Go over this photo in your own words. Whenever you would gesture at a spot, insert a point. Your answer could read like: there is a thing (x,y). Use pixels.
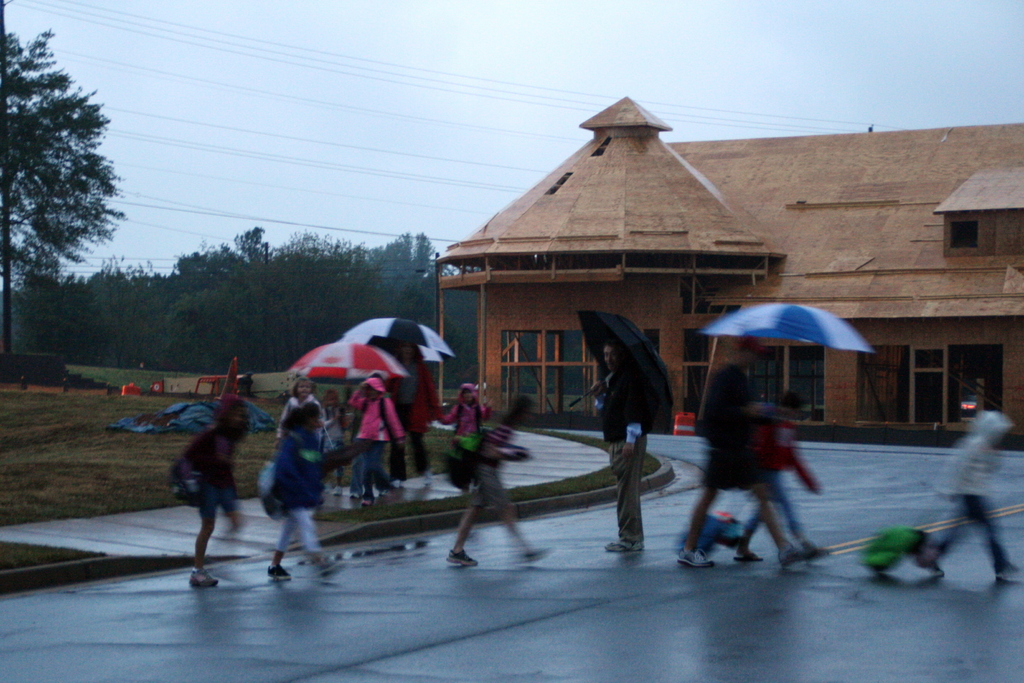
In this picture I can see there are few kids (488,471) crossing the road (941,518) and there are few persons (471,409) standing and they are holding umbrellas (394,344). There are trees (361,295) at left side (120,325) and there is a building (638,309) in the backdrop (619,309). The sky (708,51) is cloudy.
